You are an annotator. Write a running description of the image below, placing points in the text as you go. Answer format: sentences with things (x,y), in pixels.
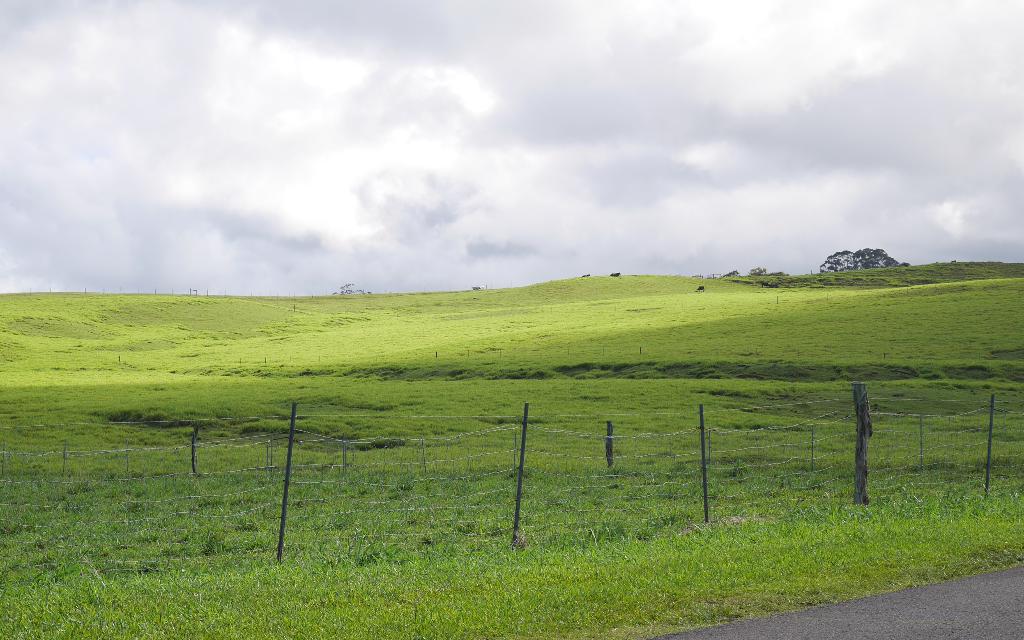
In this image I can see the fencing (862,471), few poles (865,454). In the background (818,352) I can see the grass (825,339) and trees (905,265) in green color and the sky (412,184) is in white color.
